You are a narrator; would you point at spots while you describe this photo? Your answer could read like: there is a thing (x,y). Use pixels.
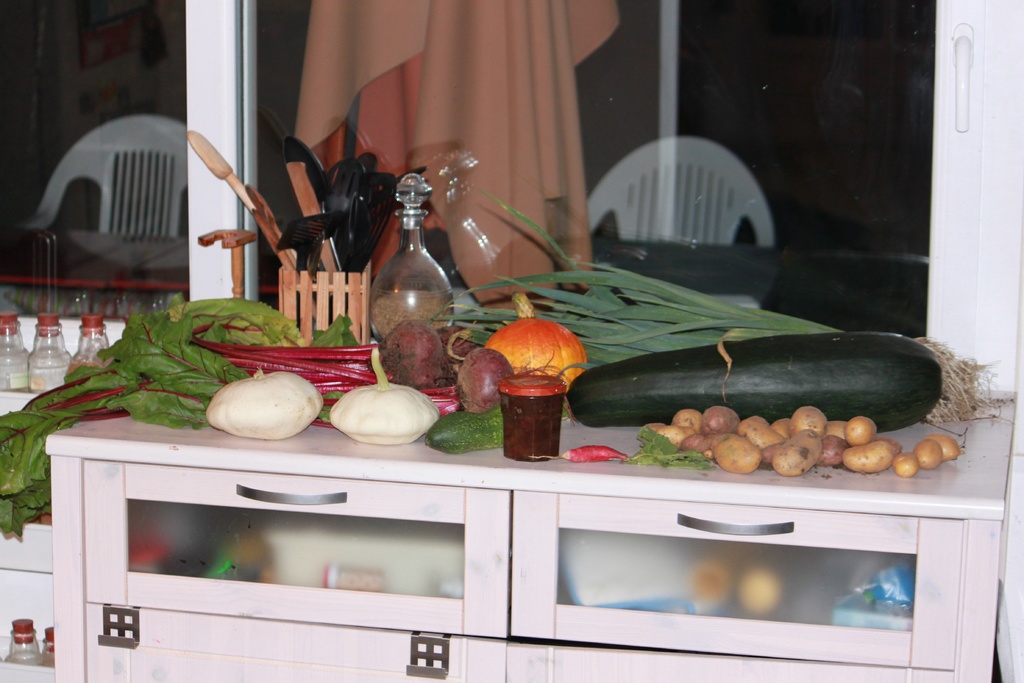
In the picture I can see few vegetables (639,388) which are placed on the table (652,470) and there are few other objects (309,221) behind it and there is a glass window (603,126) which has two chairs (687,179) and some other objects (667,117) in the background (660,201).
